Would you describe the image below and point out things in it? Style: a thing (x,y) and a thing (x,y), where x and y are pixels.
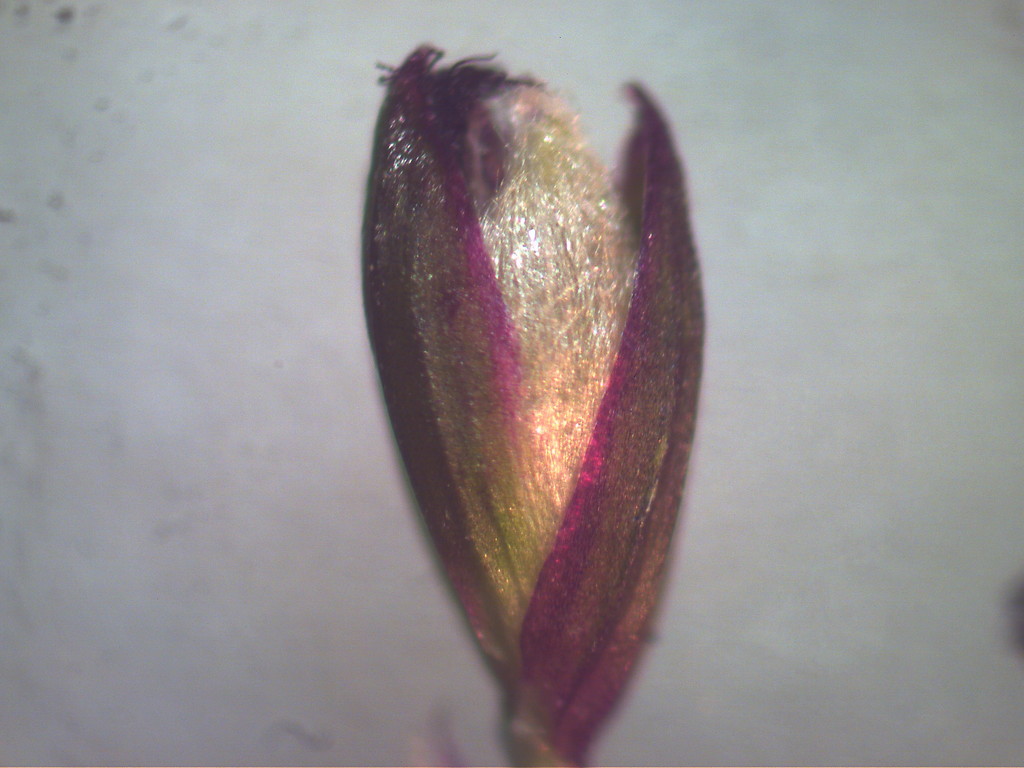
In the center of the image (554,422) we can see a flower bud (594,254). In the background of the image (54,507) there is a wall (328,246).
